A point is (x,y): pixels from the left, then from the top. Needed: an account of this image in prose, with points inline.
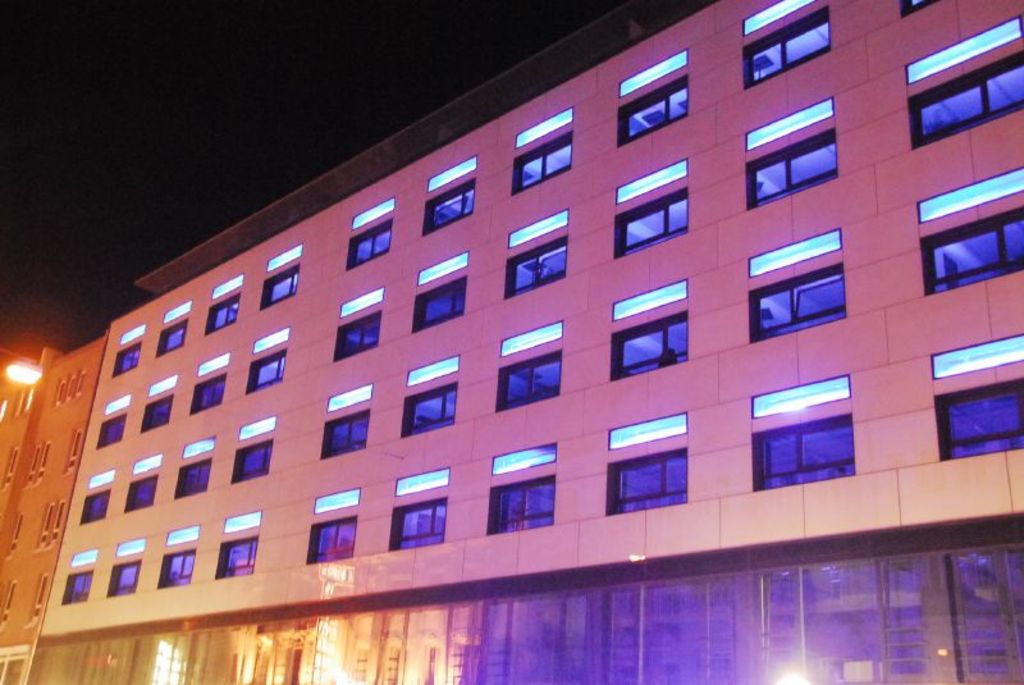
In this picture I can observe a building (626,294). There are some windows (432,290) in this building (313,474). On the left side (24,377) I can observe yellow color light (22,374). In the background (156,153) there is sky (147,109) which is completely dark.
